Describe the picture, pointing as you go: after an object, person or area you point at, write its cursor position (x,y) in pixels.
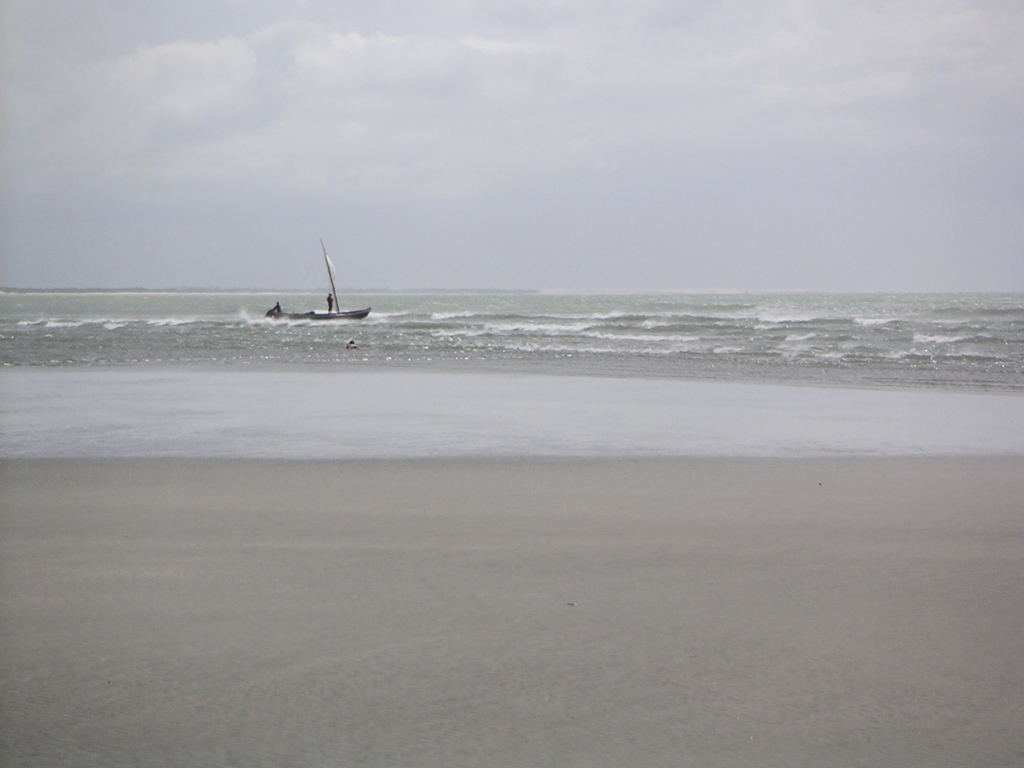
There is a boat (301,315) on the water surface (341,308) and the people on it and the sky (496,250) at the top side (541,195).
